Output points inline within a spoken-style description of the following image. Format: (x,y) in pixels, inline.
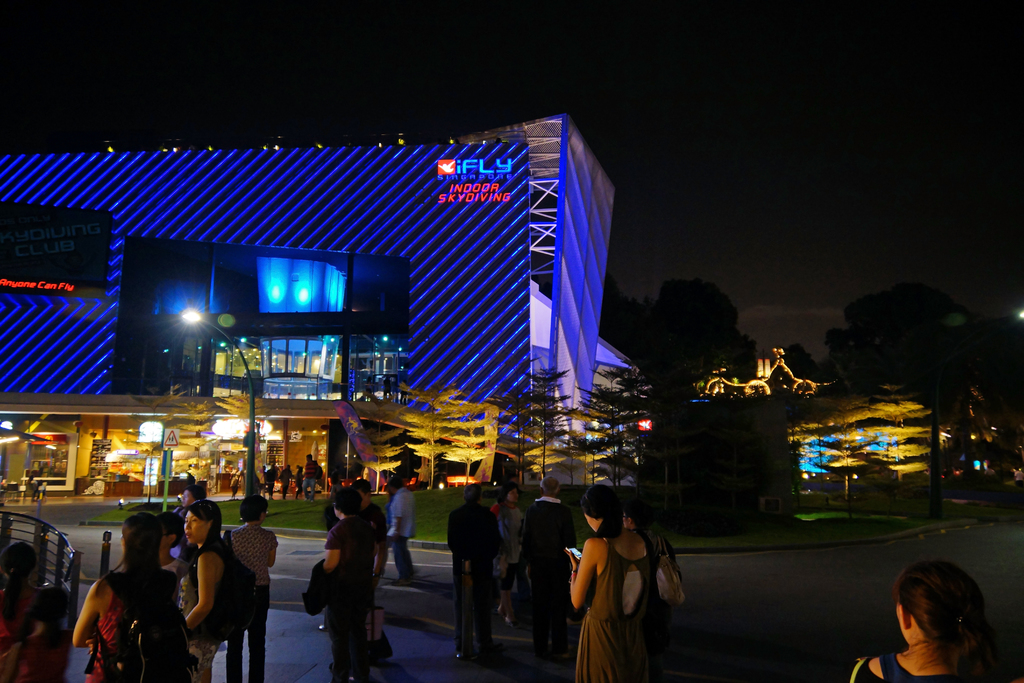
Here in this picture, in the front (560,555) we can see number of people (570,560) standing and walking on the road (114,535) and some of them are carrying bags (242,582) with them and in front of them we can see a mall (118,155), which is fully glowing with colorful lights (7,185) and we can also see light posts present and we can see plants (666,489) and trees (677,481) present on the ground (229,507) and we can see clouds (812,334) in the sky (716,272).
